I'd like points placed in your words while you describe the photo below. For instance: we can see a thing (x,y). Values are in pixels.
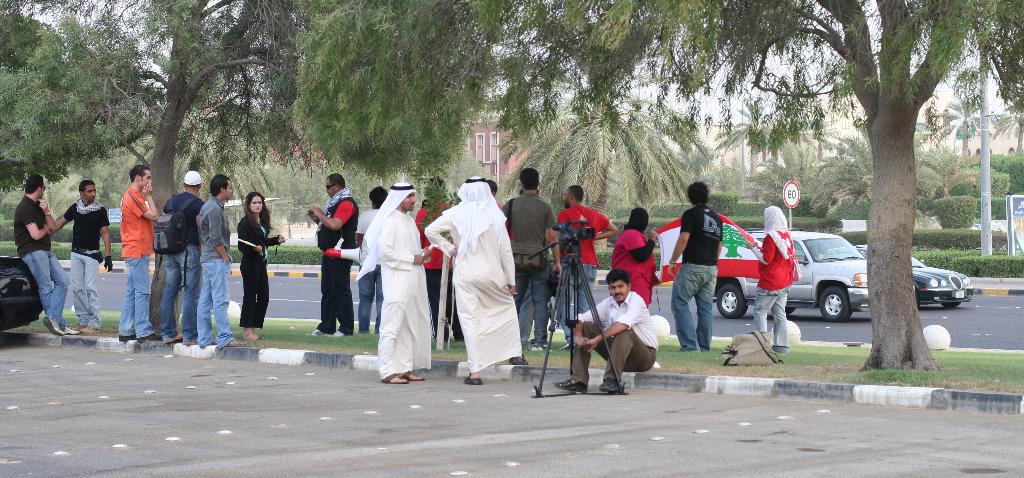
In this image there are a few people (268,250) standing on the surface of the pavement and there is one person (621,286) sitting on the pavement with a camera (563,296) in front of him, in the background of the image (805,277) there are cars (817,264) passing on the road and there are trees (451,96) and buildings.
